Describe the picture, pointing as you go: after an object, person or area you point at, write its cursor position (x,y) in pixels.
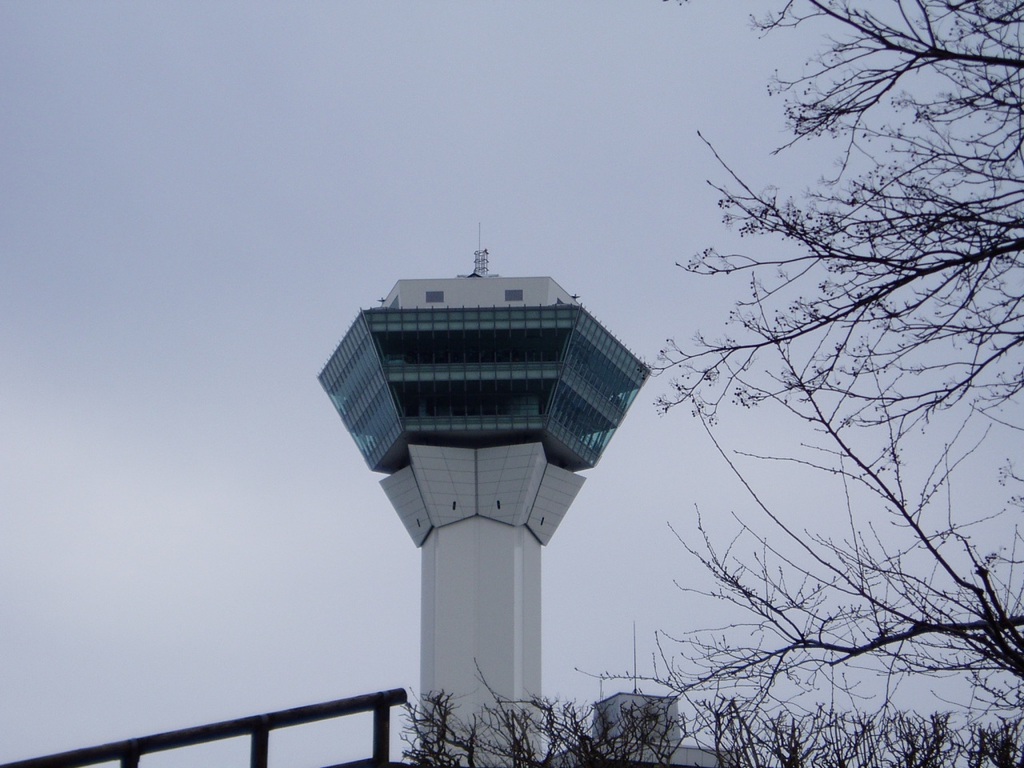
In the middle of the picture (456,429), we see a tower (495,485). On the right side (750,571), there are trees (743,695). At the bottom of the picture (356,710), we see a railing (386,724) in black color. In the background (292,291), we see the sky (255,303).
